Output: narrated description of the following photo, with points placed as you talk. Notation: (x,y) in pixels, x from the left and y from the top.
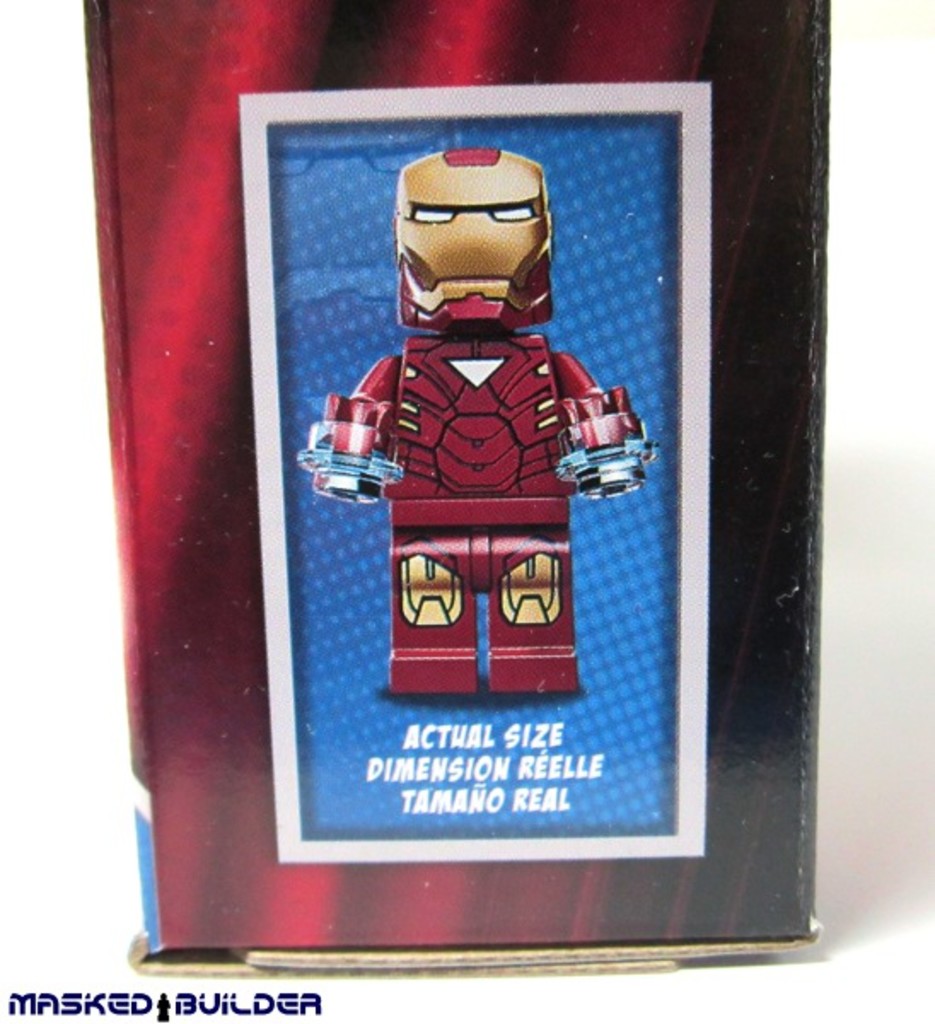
This is a poster (263,243) with an image of a robot (460,444) on that. Also something is written on that. In the left bottom corner (87,1006) there is a watermark (232,1009).
